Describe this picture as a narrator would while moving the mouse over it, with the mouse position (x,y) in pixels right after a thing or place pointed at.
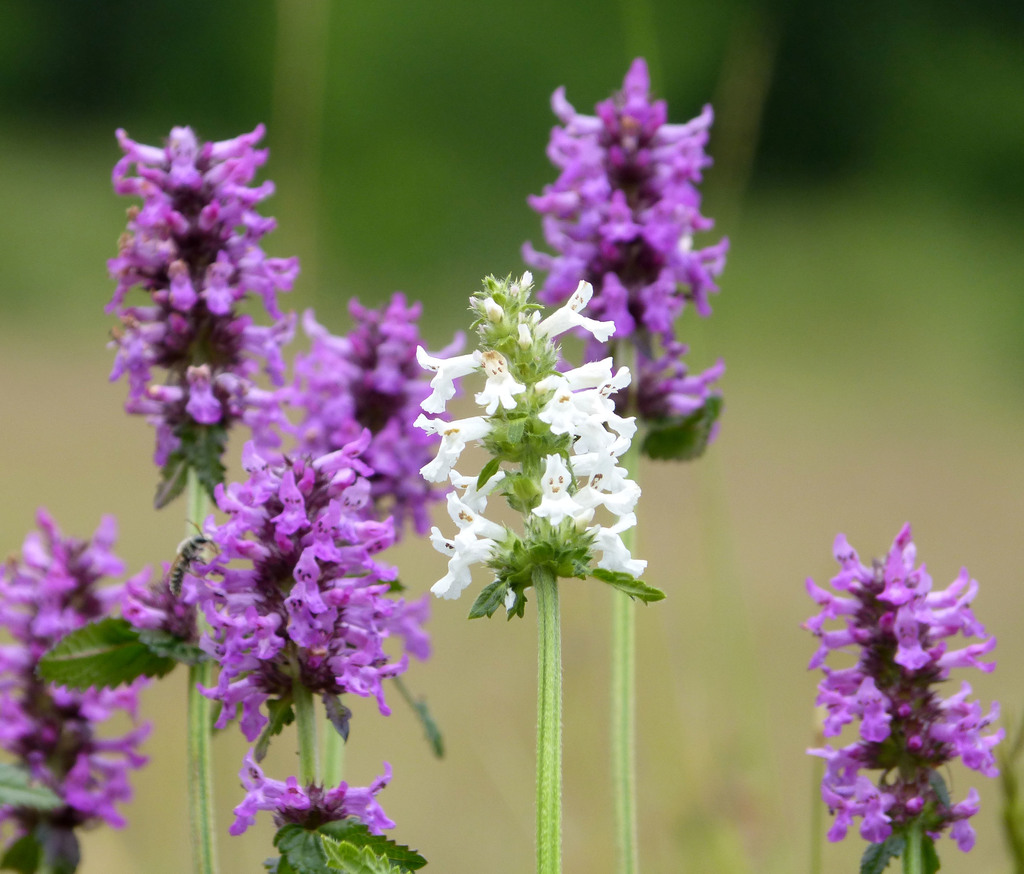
In this picture I can see few flowers (316,601) and I can see blurry background (64,86).
